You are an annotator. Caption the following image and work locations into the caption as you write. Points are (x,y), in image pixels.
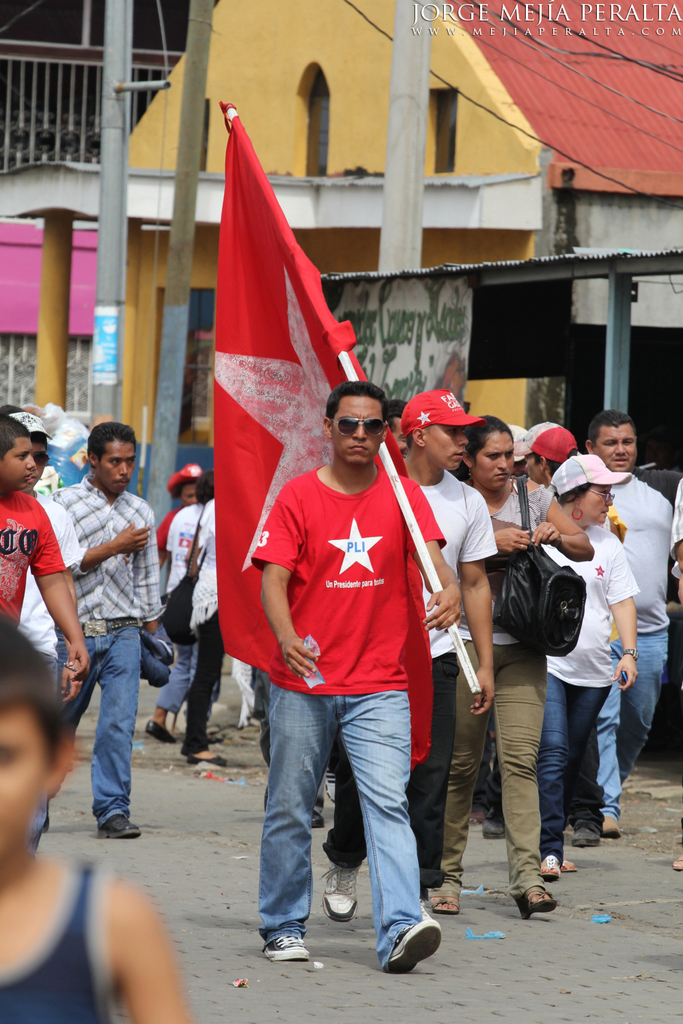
In this image I can see the group of people (111,810) with different color dresses (34,515). I can see one person (290,556) holding the flag (232,432) and another person (517,625) with the bag (526,606). I can see few people (164,532) are wearing the caps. In the background (151,350) I can see the poles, shed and the houses (300,138).
